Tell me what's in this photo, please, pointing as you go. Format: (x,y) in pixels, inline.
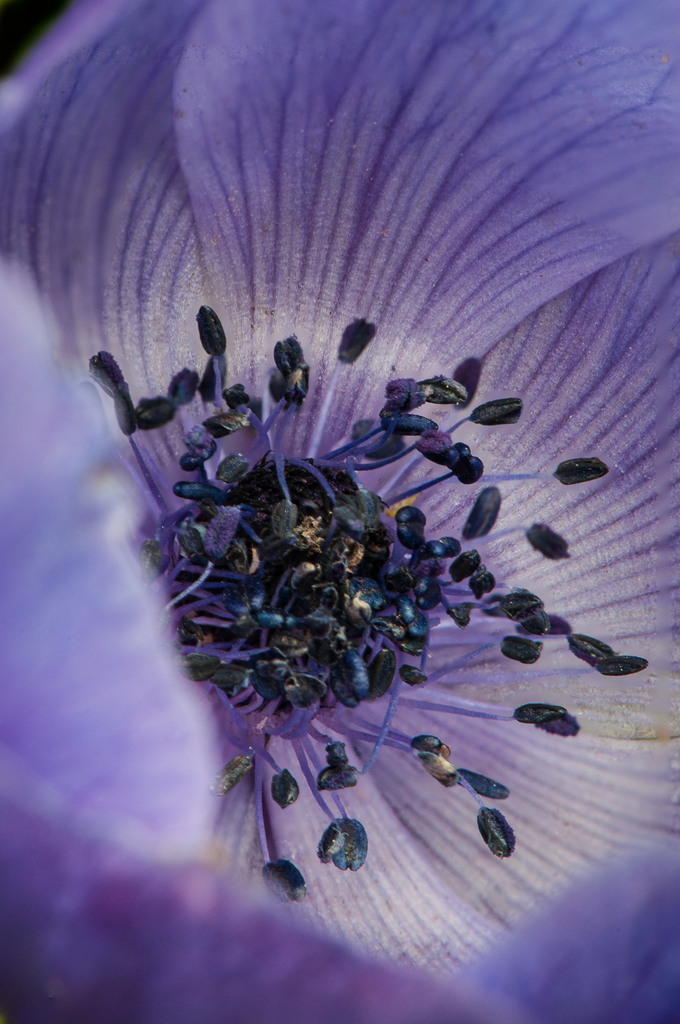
In this image I can see a purple color flower (261,445).
